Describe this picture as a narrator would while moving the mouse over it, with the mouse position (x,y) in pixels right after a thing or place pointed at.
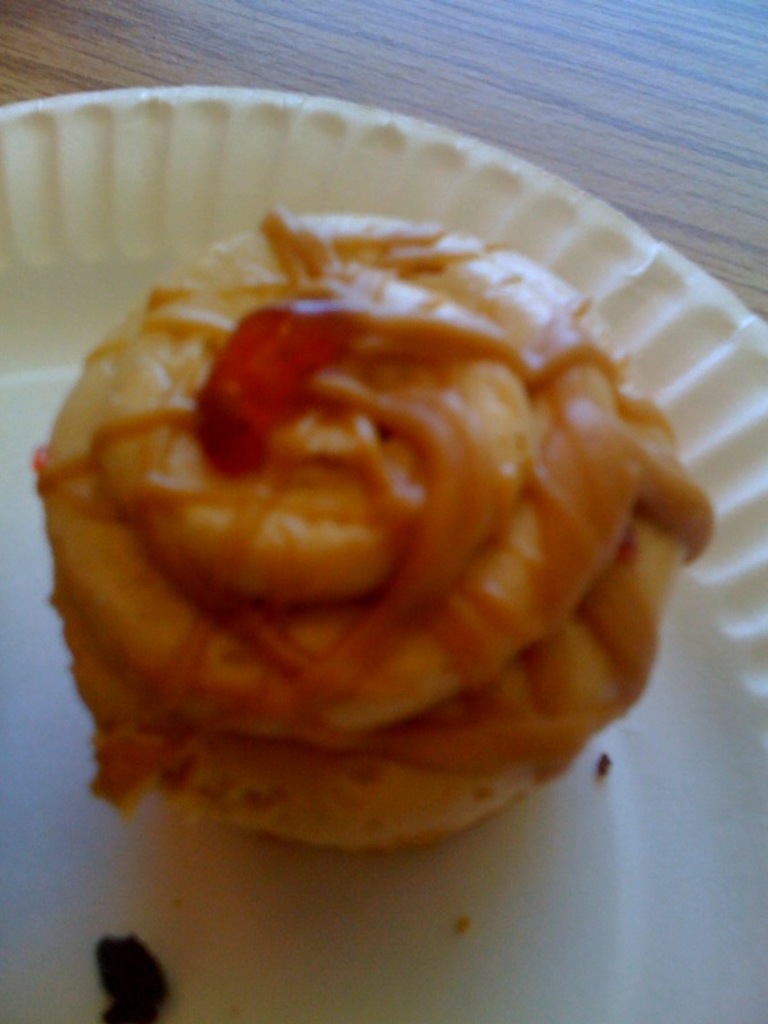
In this image we can see a food item (352,787) in a white color plate (632,799). At top of the image (502,77) wooden surface (503,62) is there.
